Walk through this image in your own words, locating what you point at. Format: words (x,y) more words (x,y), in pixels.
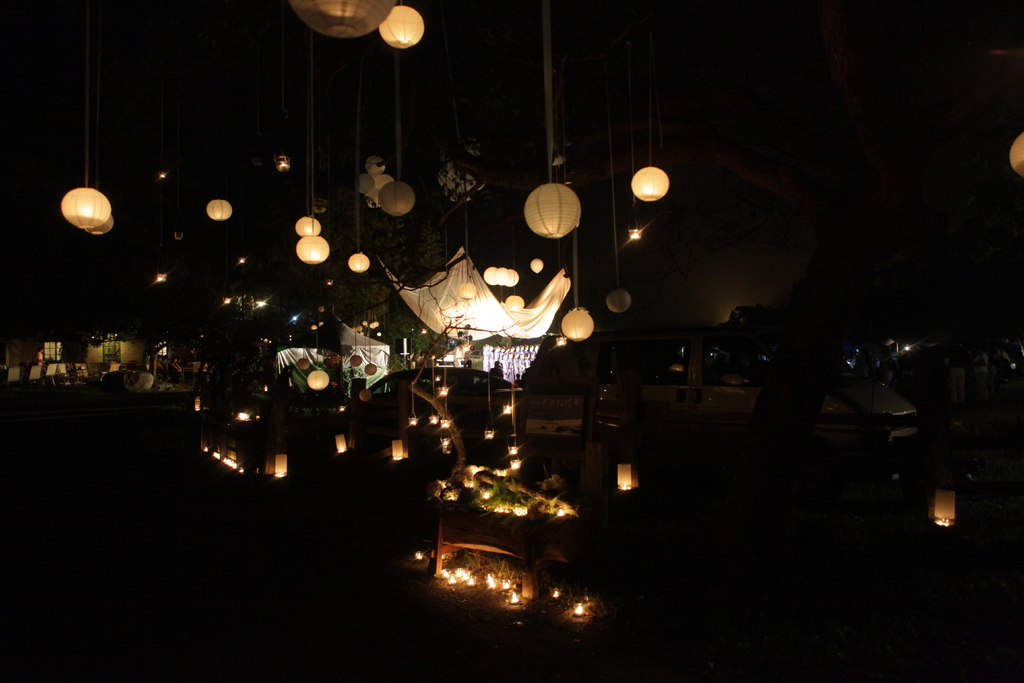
In this picture we can see the lanterns (411,418), cloth (480,306), tent (318,352), car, a person (506,367) is standing, building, chairs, window (650,365). In the background (517,0), the image is dark.
